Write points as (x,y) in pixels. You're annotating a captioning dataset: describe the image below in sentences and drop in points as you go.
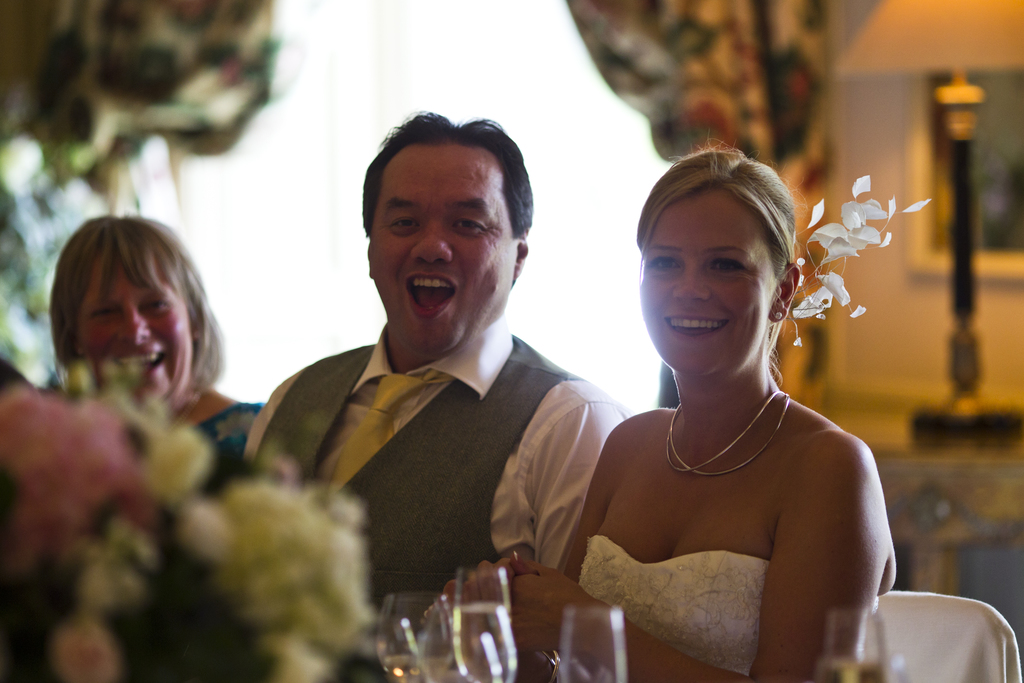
As we can see a man (408,393) is sitting in between two women (178,379). The right side women (756,489) wore white dress (703,600) and neck chain (725,471). The left side women (234,428) having short hair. In front of these people (510,479) the wine glasses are kept.
